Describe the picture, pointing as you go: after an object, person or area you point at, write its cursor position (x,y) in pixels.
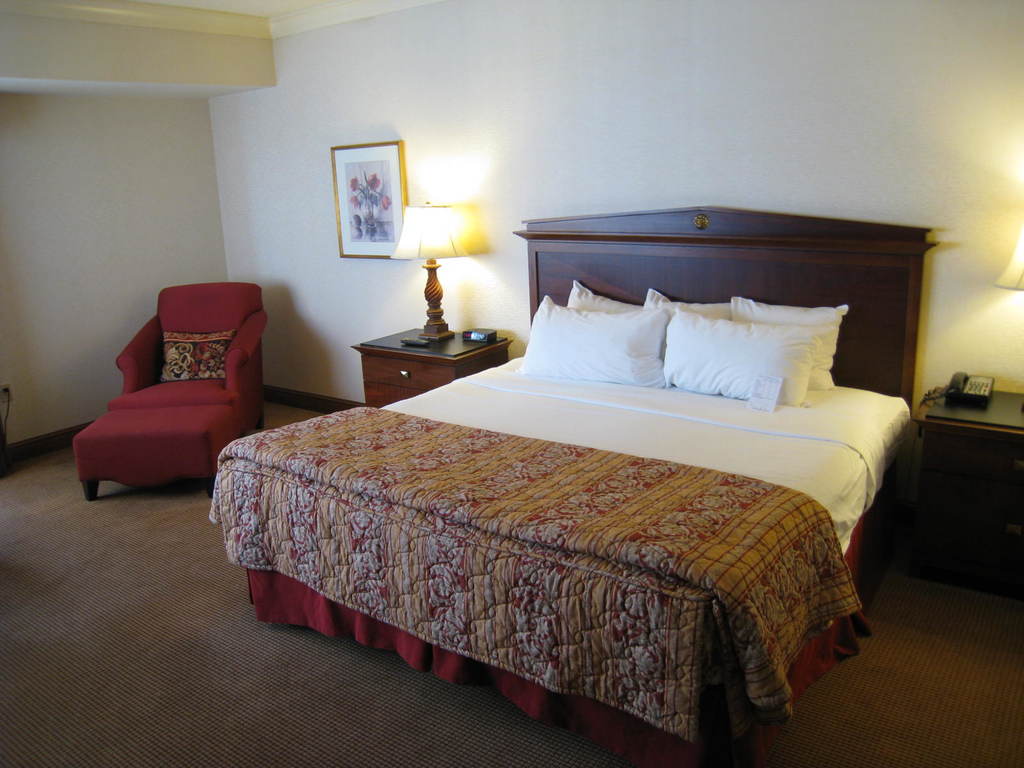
This image is taken inside a room (369,365). In this room (27,250) there is a bed (730,475) with pillows (682,359), bed sheet (689,406) and blanket (358,532) on it. In the right side of the image (954,469) there is a cupboard (964,491) and on top of that there is a telephone (975,394) and a lamp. At the bottom of the image (168,681) there is a floor (167,665) with mat (252,741). In the left side of the image (215,314) there is a sofa (162,386) which is empty. In the background (731,78) there is a wall (654,75) with a picture frame (341,189) on it.
